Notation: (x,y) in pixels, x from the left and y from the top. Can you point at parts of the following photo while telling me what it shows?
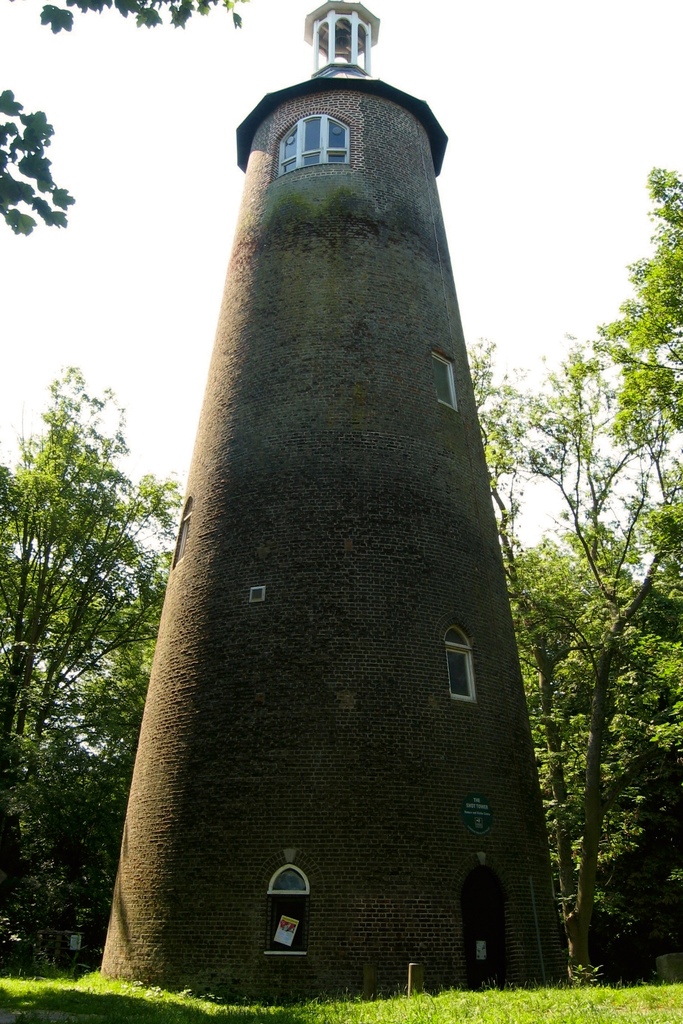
In this image there is a tall building (373,772). There is grass (464,1011) in the foreground (453,1011). There are trees (641,840) in the background (652,852). There is a sky (518,225).
